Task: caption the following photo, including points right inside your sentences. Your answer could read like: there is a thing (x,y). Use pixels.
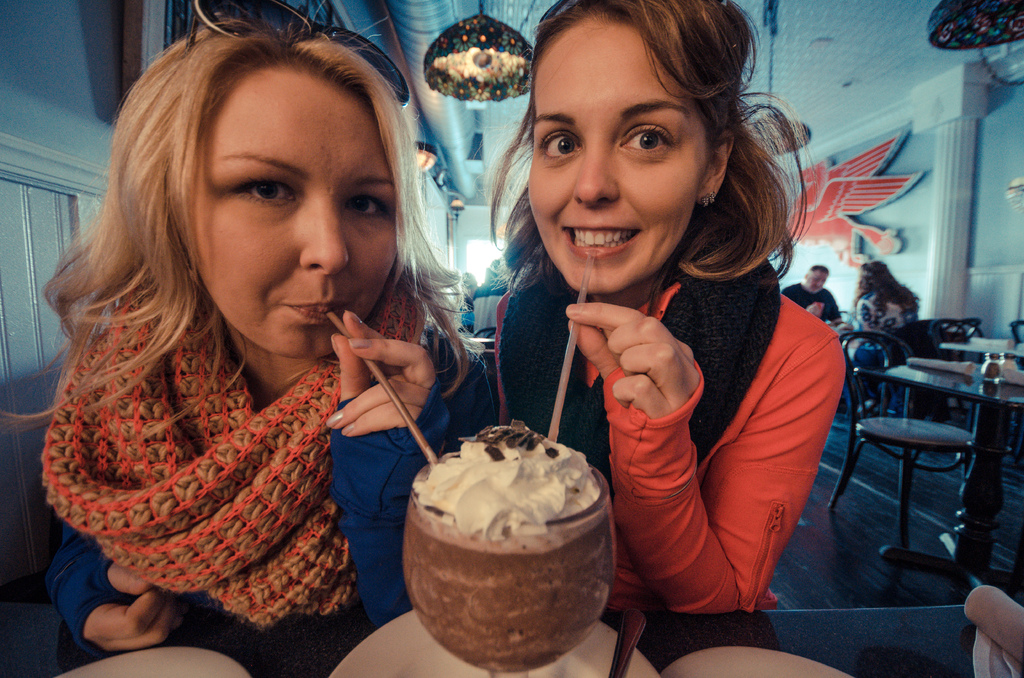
In the image we can see two women (317,333) wearing clothes (542,399) and they are holding straws (570,344), behind them there are other people (801,291) sitting, they are wearing clothes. We can even see there are many chairs (916,442) and tables (969,388) and on the tables (956,392) we can see few objects (995,377). Here we can see the wall (993,263), decorating (874,229), a floor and lights (486,82).
